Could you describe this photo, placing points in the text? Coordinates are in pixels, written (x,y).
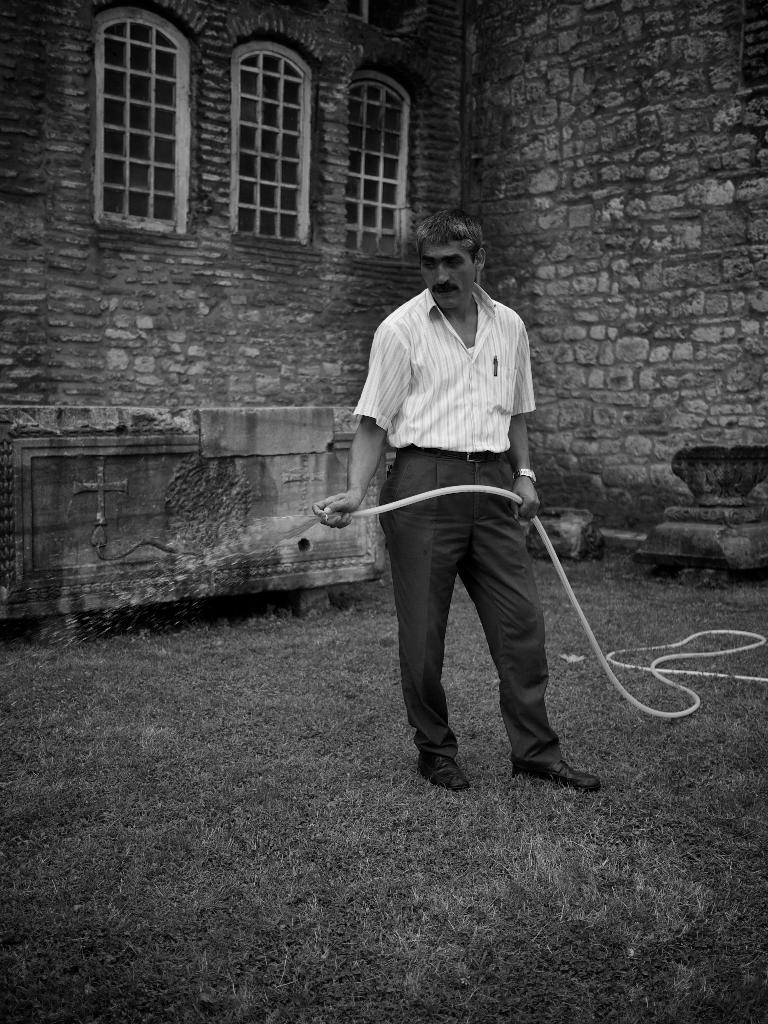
In this picture there is a man (453,313) who is wearing a shirt (425,444), trouser (443,515) and shoe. He is holding a water pipe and sprinkling water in the grass (333,833). In the background (691,326) we can see a building (647,320). On the top left corner (119,194) there are three windows (259,176).
